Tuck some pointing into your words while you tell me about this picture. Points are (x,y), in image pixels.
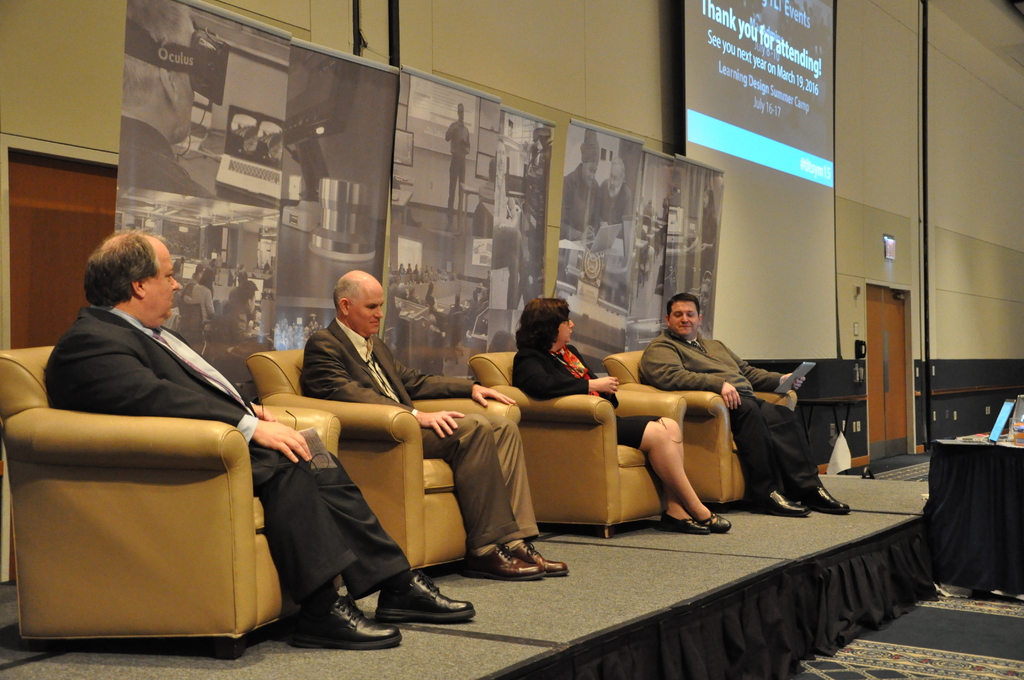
In this image, we can see four persons (826,501) are sitting on the chairs (385,502). Here a person (780,409) is holding an object (784,379). Background (770,288) we can see walls (864,240), doors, banners (444,284), screen (786,117). At the bottom (731,644), we can see the stage (603,640), cloth (787,595) and floor (929,671). On the right side of the image (963,551), we can see a table (986,484) covered with cloth (973,493). Few objects (1017,440) are placed on it.
